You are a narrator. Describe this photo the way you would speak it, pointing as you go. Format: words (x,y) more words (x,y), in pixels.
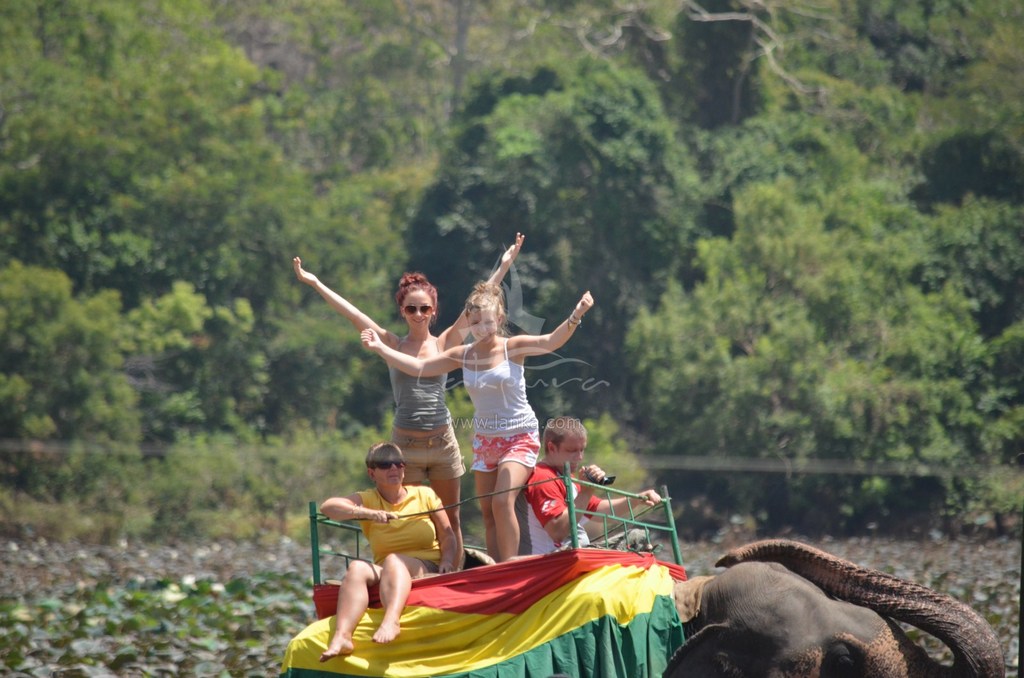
In this picture there are two persons (494,437) standing on the elephant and smiling and there is a person (557,431) sitting and holding the camera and there is a person (356,586) sitting and holding the rod (535,482). At the back (301,494) there are trees (311,484). At the bottom (155,576) there are plants (111,613).
